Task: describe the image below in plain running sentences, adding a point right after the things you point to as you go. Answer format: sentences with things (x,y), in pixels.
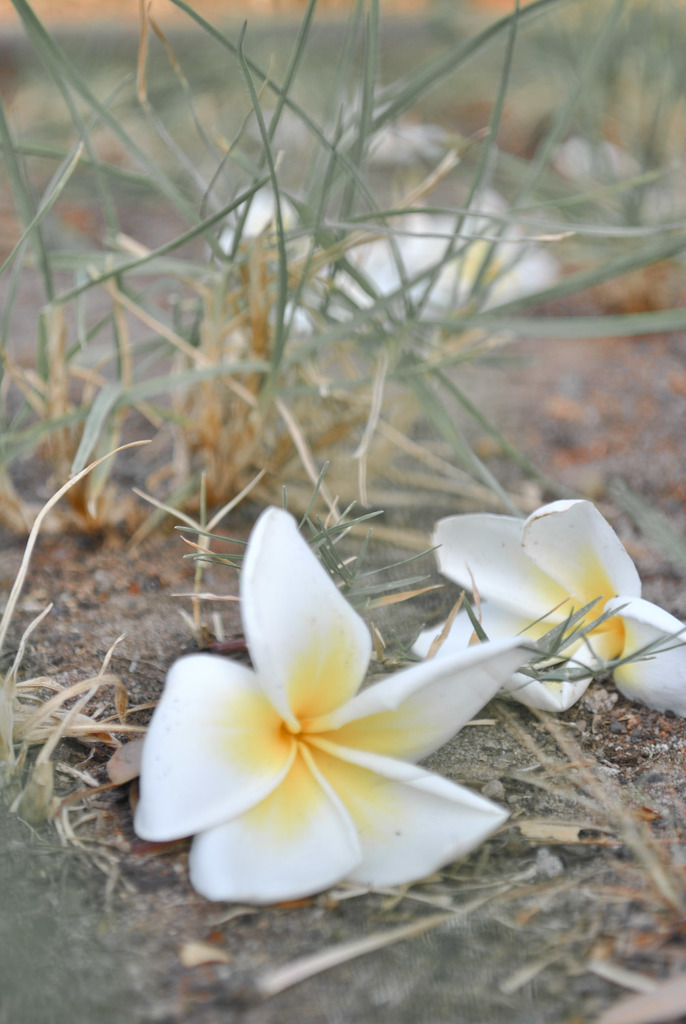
In this picture we can see flowers (512,680) on the ground (304,921), grass (291,336) and in the background (266,38) it is blurry.
